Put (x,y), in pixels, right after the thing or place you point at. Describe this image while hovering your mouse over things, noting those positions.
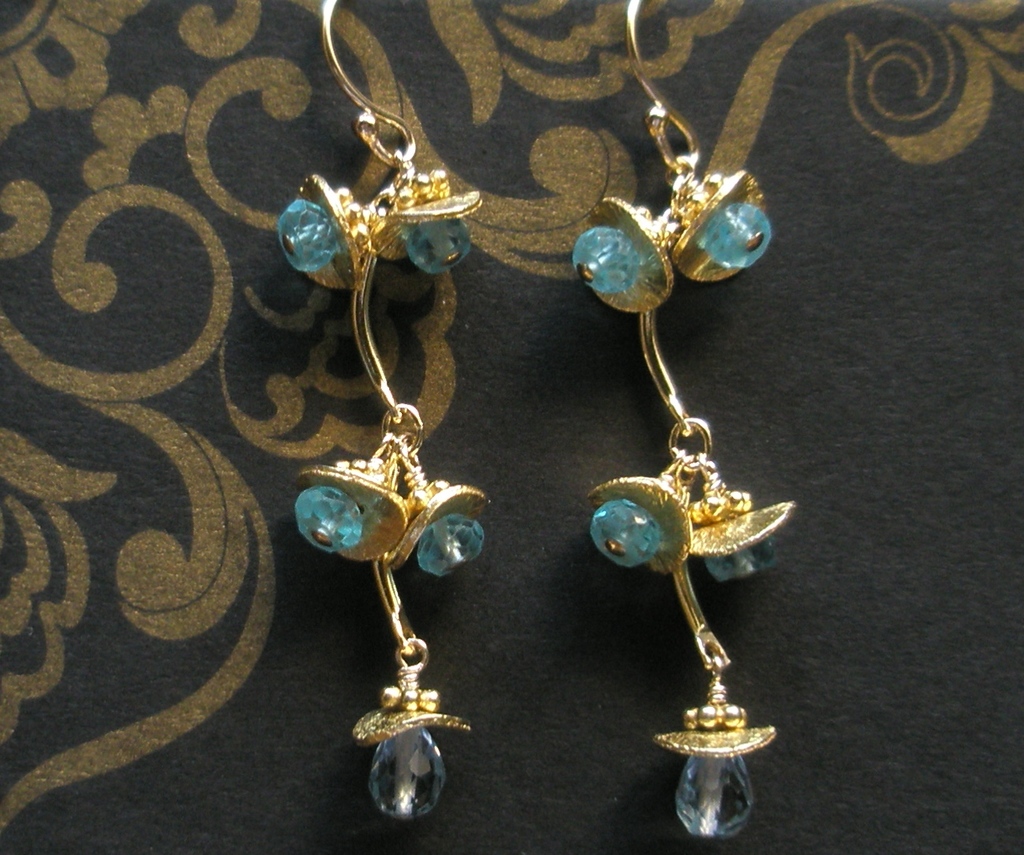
In this image we can see earrings (759,244) on the black and golden color surface (890,343).
